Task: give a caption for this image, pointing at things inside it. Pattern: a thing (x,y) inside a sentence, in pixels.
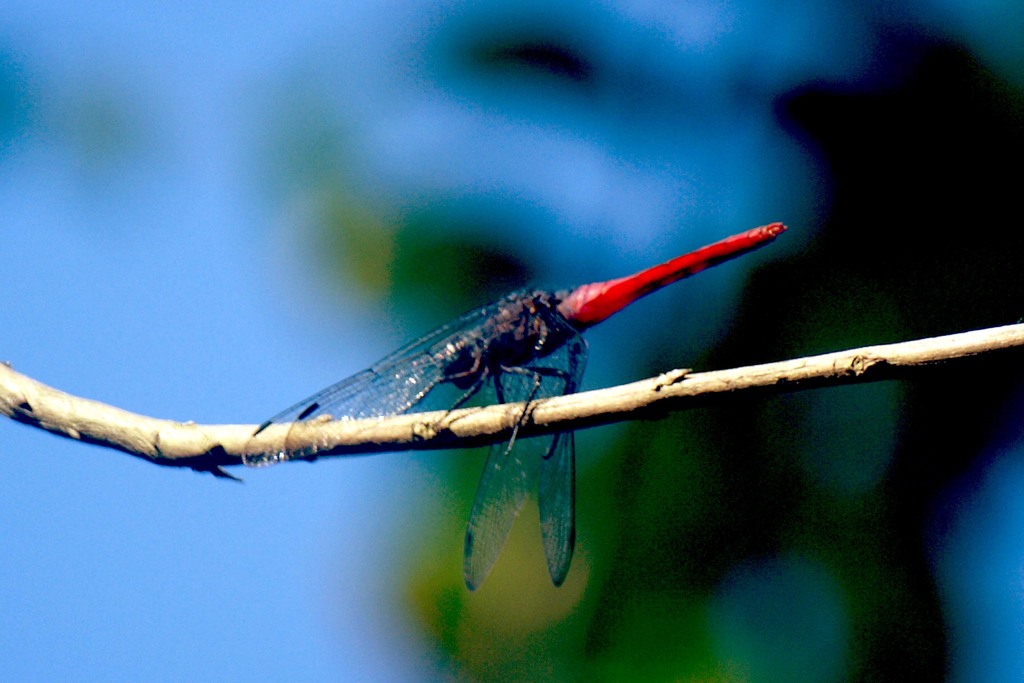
In this image there is a dragonfly (349,387) on a stick (936,339), the background (21,449) is blurry.
